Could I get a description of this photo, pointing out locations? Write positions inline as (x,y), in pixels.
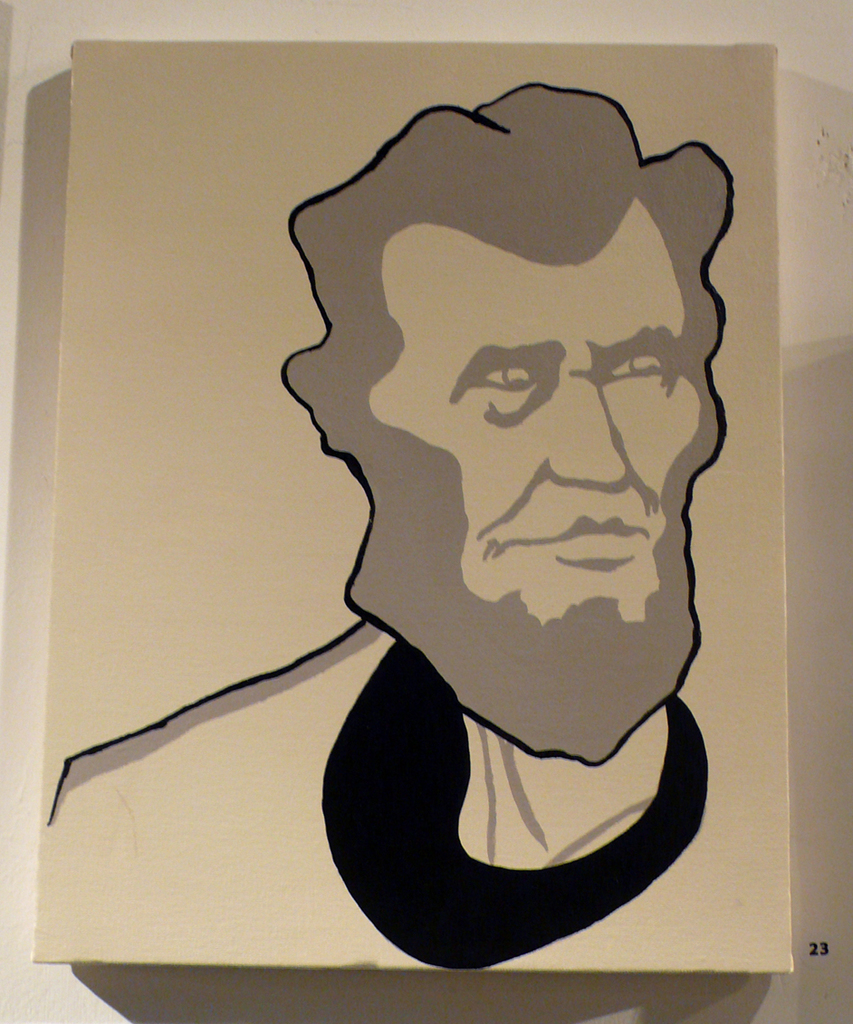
In this image in the center (470,391) there is one board (243,639), on the board (215,489) there is some art (468,635) and the background (830,93) is white in color.
